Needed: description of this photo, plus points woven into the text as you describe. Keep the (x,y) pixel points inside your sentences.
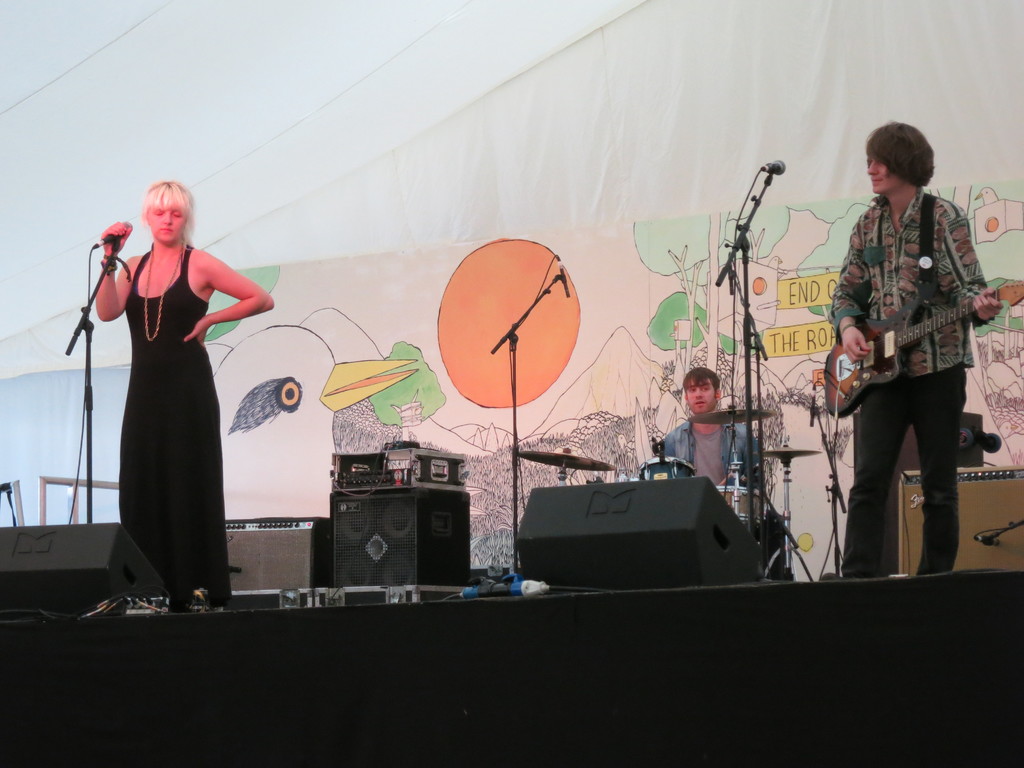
This Image is clicked in a musical concert. There are three persons (952,204) in this image, one is on the right side (920,457), one is on the left side (133,454) and another one is in the middle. The one who is on the left side (194,299) is wearing black color dress (173,307) and holding the mic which is in front of her. The one who is on the right side (890,426) is playing guitar (888,319). There are speakers (410,514) in the middle (367,505). There is a curtain (436,295) back side.
